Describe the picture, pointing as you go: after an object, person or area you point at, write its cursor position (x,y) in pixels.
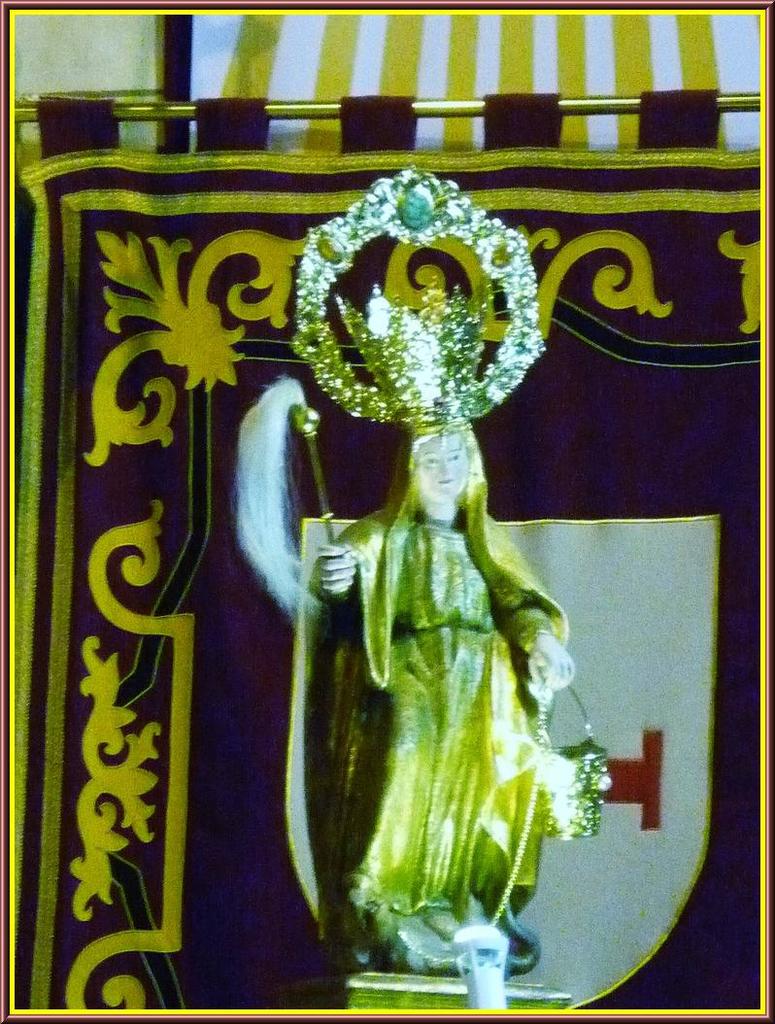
In the image we can see there is a human statue (462,801) standing and she is holding stick (316,479) in her hand (335,569). She is wearing crown (418,314) and behind there is a curtain (160,730) kept on the metal pole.
